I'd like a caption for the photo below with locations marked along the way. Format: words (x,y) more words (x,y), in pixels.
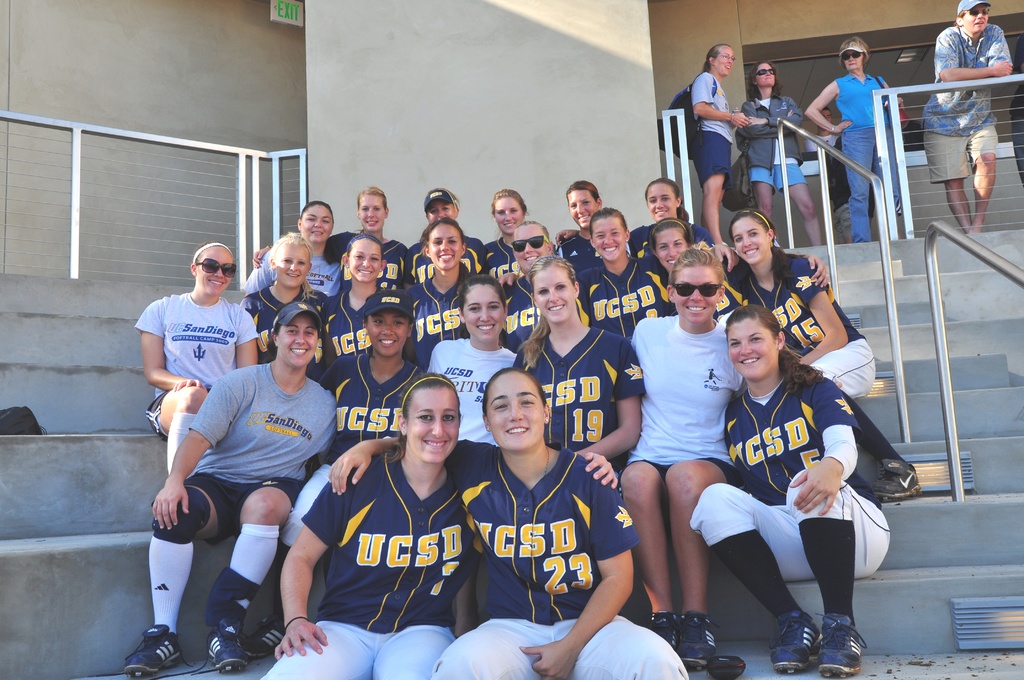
There are group of people (394,391) sitting on the stairs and smiling. I can see four people (973,48) standing. These are the staircase holders (828,185). This looks like a pillar (470,118). At the top of the image (291,2), I can see an exit board (274,2).
